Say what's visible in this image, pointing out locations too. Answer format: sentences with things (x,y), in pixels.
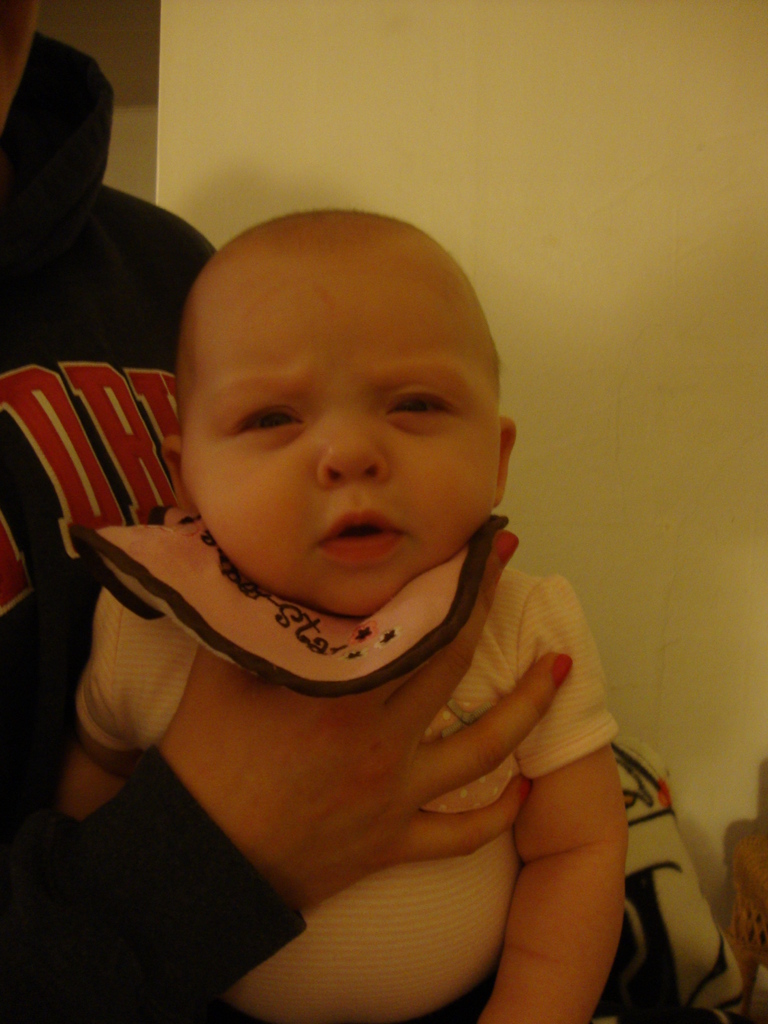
There is a person (37,309) holding a baby (543,978) on the neck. In the back (281,149) there is a wall (468,225).
